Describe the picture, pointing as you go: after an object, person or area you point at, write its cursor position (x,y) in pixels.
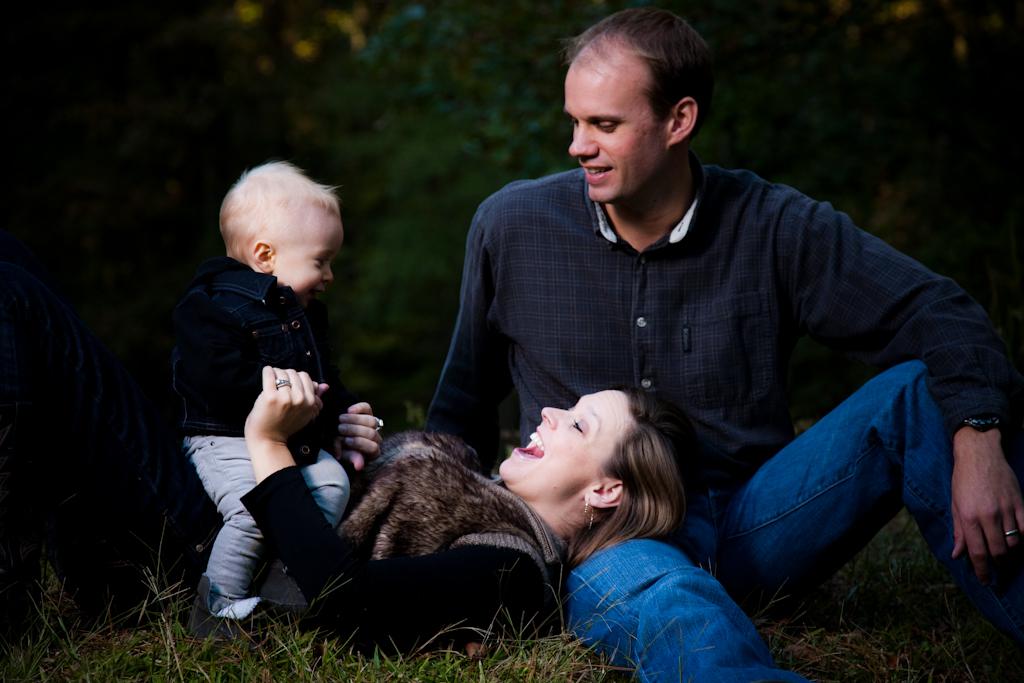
In the picture we can see a man (880,492) sitting on the grass surface (45,647) and on his lap (756,527) we can see a woman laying and holding a baby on her and behind the man (469,385) we can see some plants (999,26).
